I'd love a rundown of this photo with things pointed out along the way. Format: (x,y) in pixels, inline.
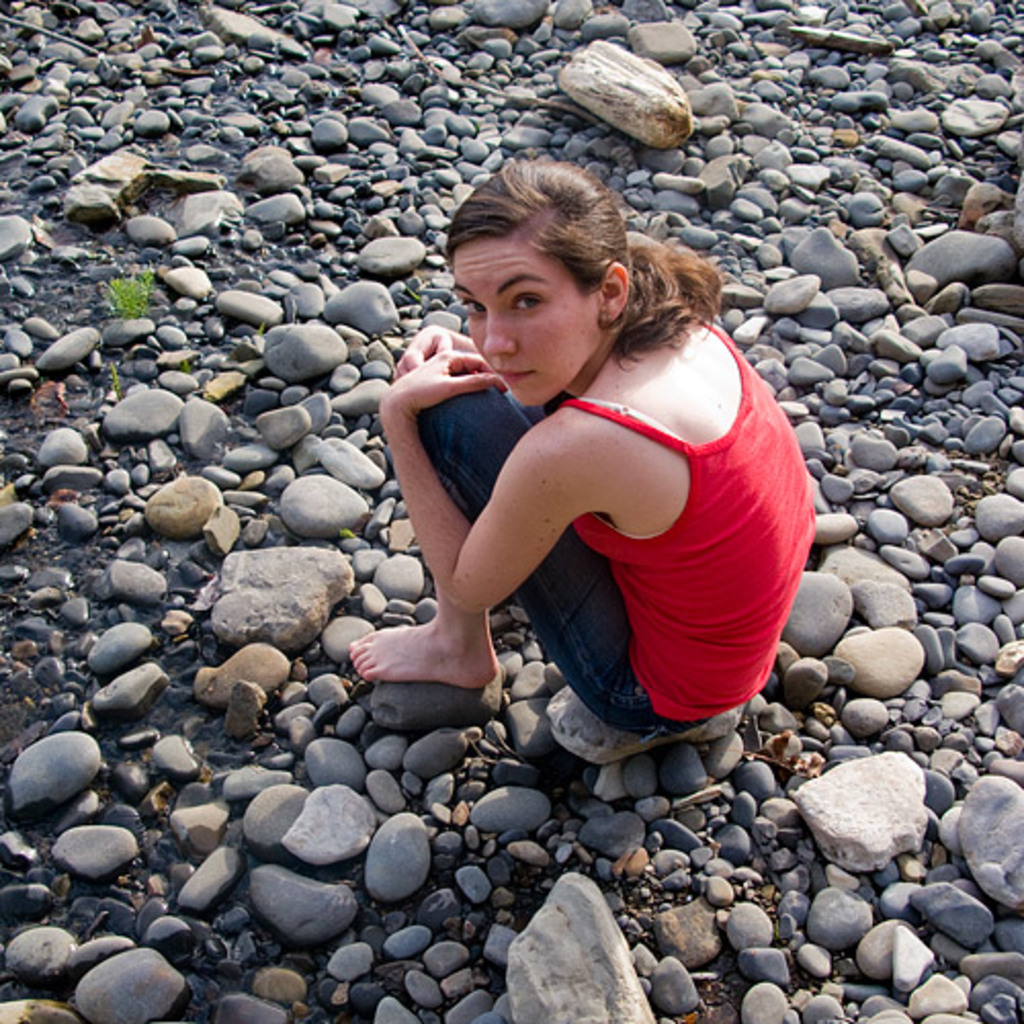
In this image I can see many stones (299,795) on the ground (834,549). In the middle of the image (571,417) there is a woman (599,529) sitting on the ground (547,717) and looking at the picture.
